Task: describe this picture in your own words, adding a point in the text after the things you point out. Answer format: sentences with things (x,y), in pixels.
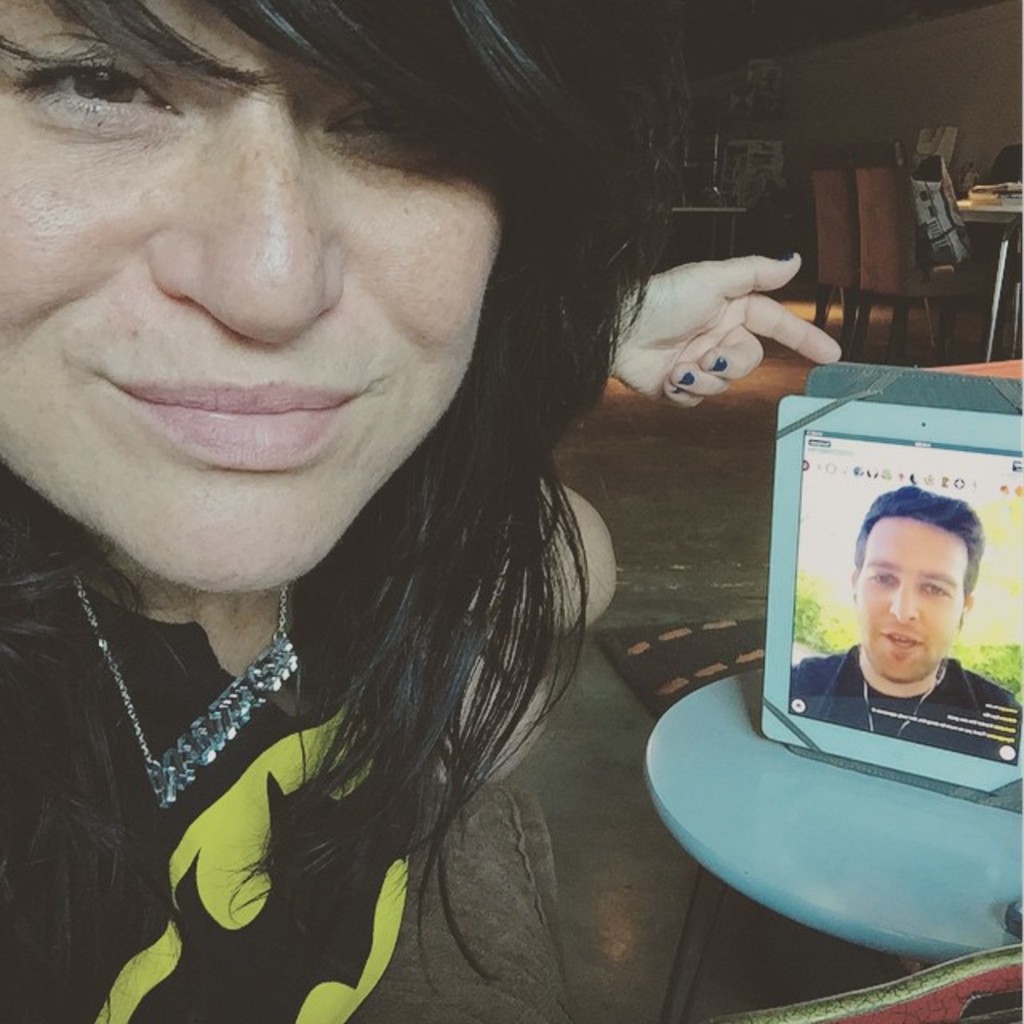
In this picture I can observe a woman (157,570). On the right (930,586) there is a tablet (791,681) placed on the blue color table (758,844). In the tablet (900,565) I can observe a person (900,610). In the background (871,220) there are chairs (829,220) and a wall (859,105).
